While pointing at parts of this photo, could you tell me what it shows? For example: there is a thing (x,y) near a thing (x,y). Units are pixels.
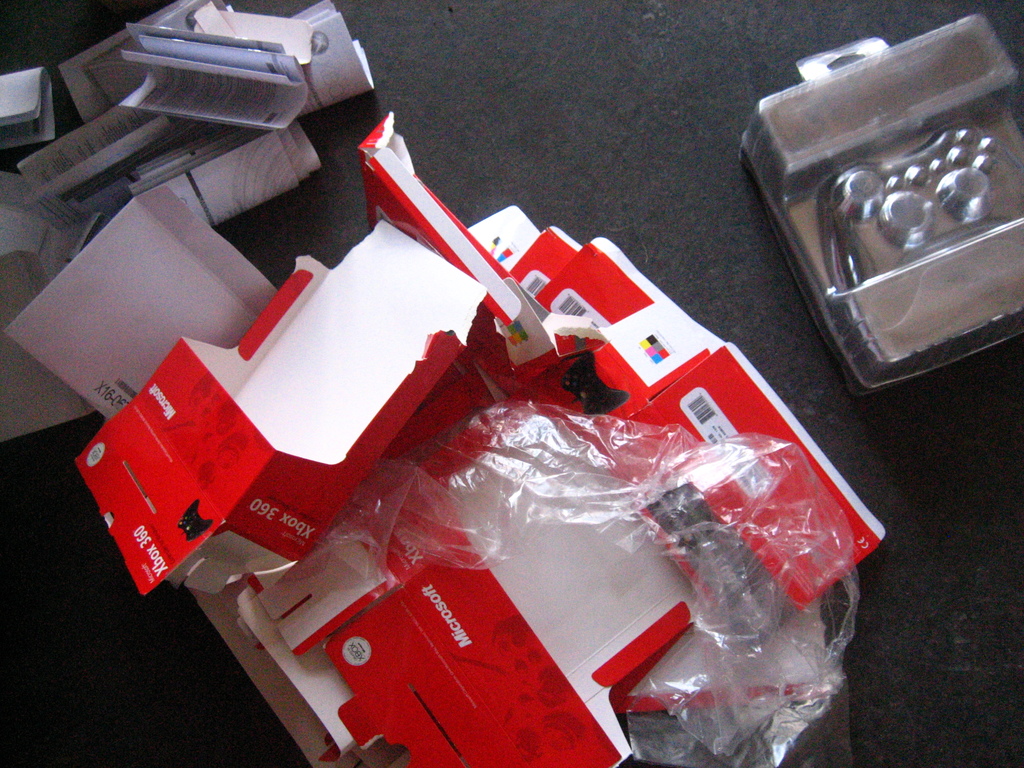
In this image there are papers (364,288) and a few other objects (707,678) on the black color surface (882,490).
